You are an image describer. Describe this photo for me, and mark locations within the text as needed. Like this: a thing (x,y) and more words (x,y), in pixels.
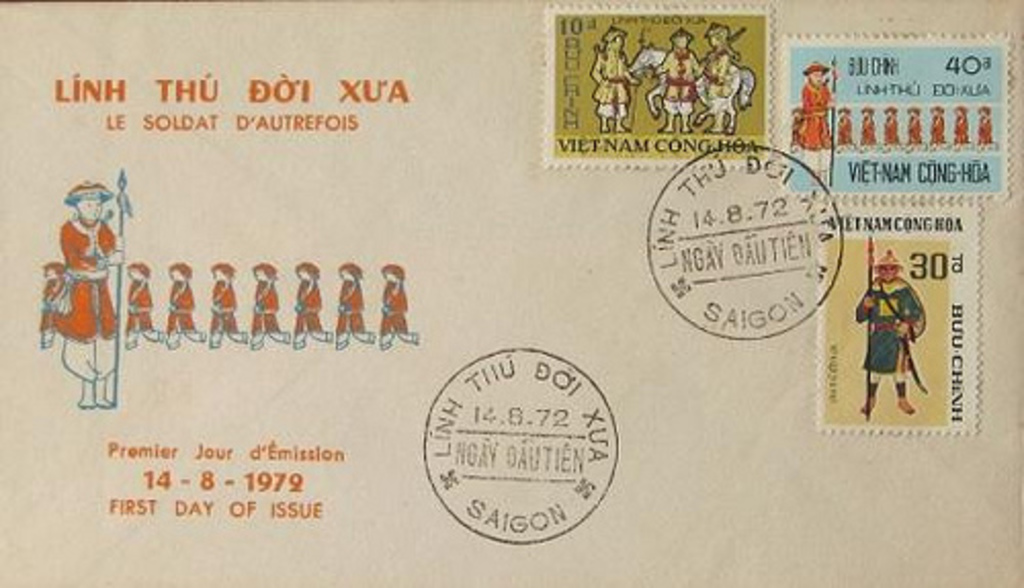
This picture looks like an envelope (83,16) on which I can see a group of people (87,217) and persons stamp (835,267).
